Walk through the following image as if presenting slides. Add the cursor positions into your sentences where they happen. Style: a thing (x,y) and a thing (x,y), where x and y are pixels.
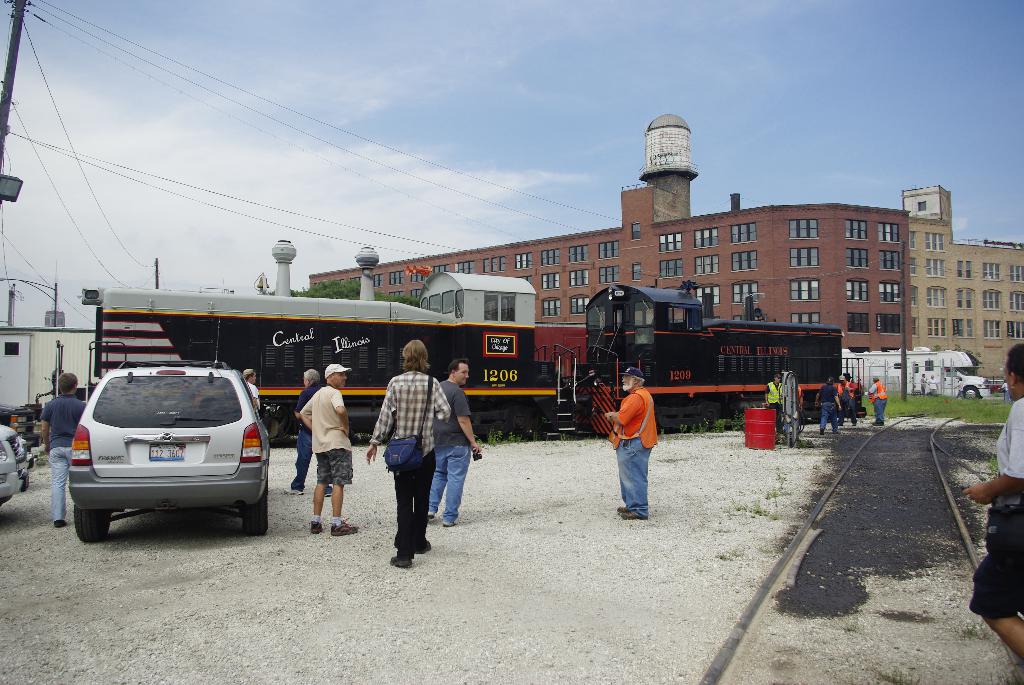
In this image we can see a train (489,420), a few vehicles (908,353) and a few people (456,439) walking in the ground (707,459), there are few buildings (560,275), poles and wires (29,40) attached to the pole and sky (591,109) on the top (739,97).
